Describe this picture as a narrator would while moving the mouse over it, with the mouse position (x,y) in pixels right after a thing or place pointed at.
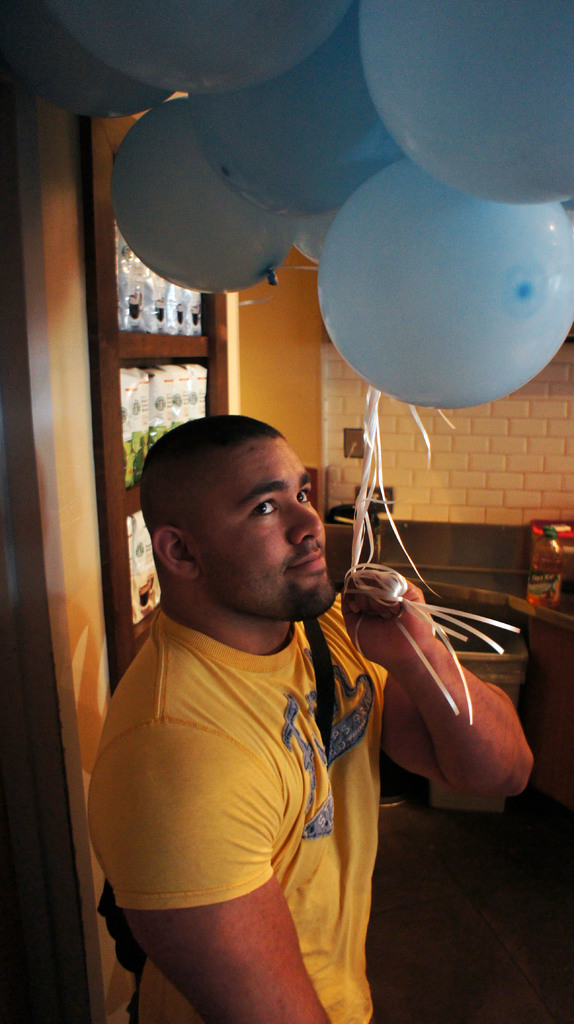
In the middle of the image (193,456) a man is standing and holding some balloons (441,327). Behind him there is a wall (562,462), on the wall (533,462) there is a cupboard (103,406), in the cupboard (114,528) there are some bottles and glasses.
